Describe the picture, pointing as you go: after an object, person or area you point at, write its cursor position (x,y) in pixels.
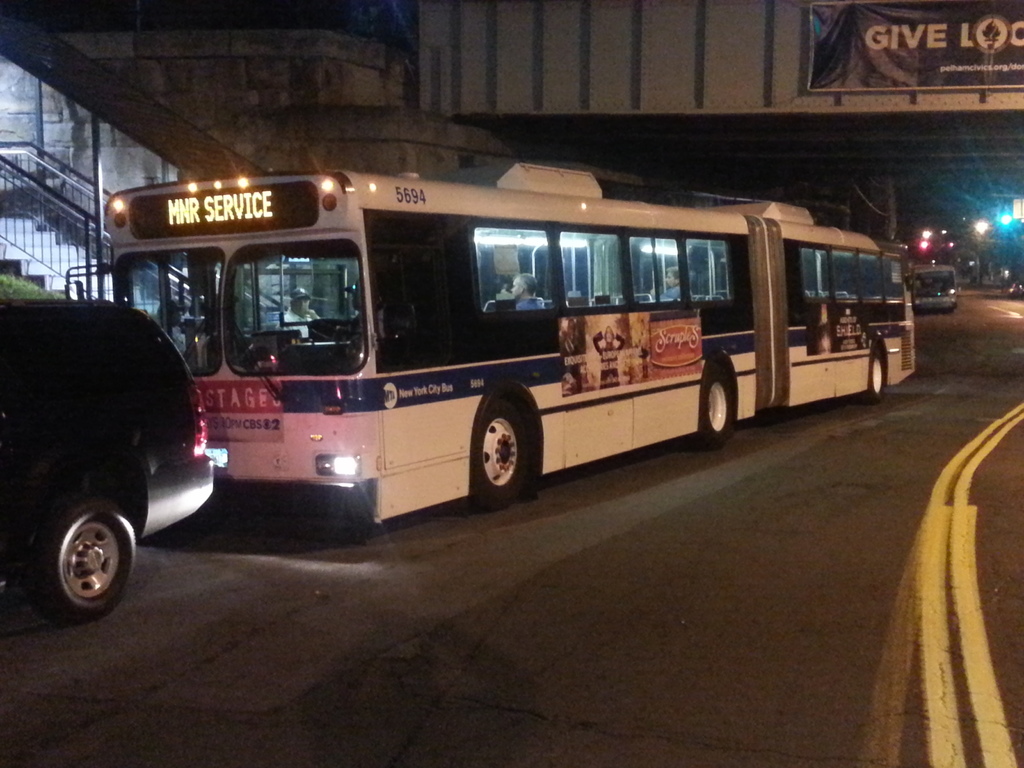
In this picture we can see a few vehicles (324,374) on the road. There are plants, stairs (24,247), staircase holders (21,172), lights (666,246), some text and a few things (1002,43) on the board (821,69). We can see other objects (114,179).
